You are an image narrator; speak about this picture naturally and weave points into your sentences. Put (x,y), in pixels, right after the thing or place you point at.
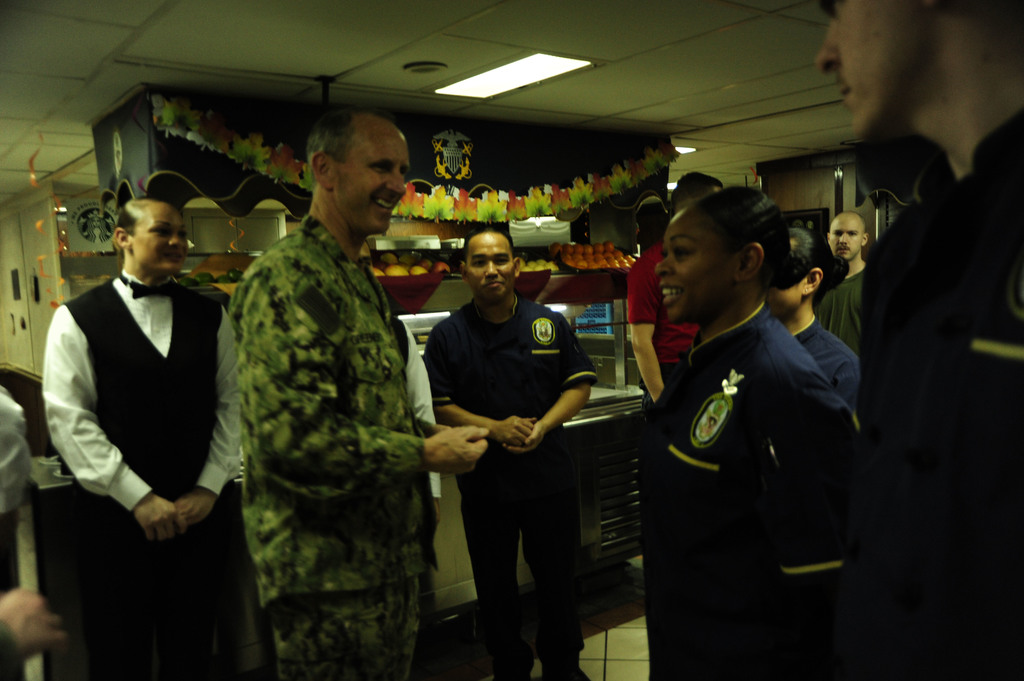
In this image I can see the group of people (393,408) with different color dresses (419,425). In the background (416,298) I can see the stall (406,284) with many food items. I can see the lights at the top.
